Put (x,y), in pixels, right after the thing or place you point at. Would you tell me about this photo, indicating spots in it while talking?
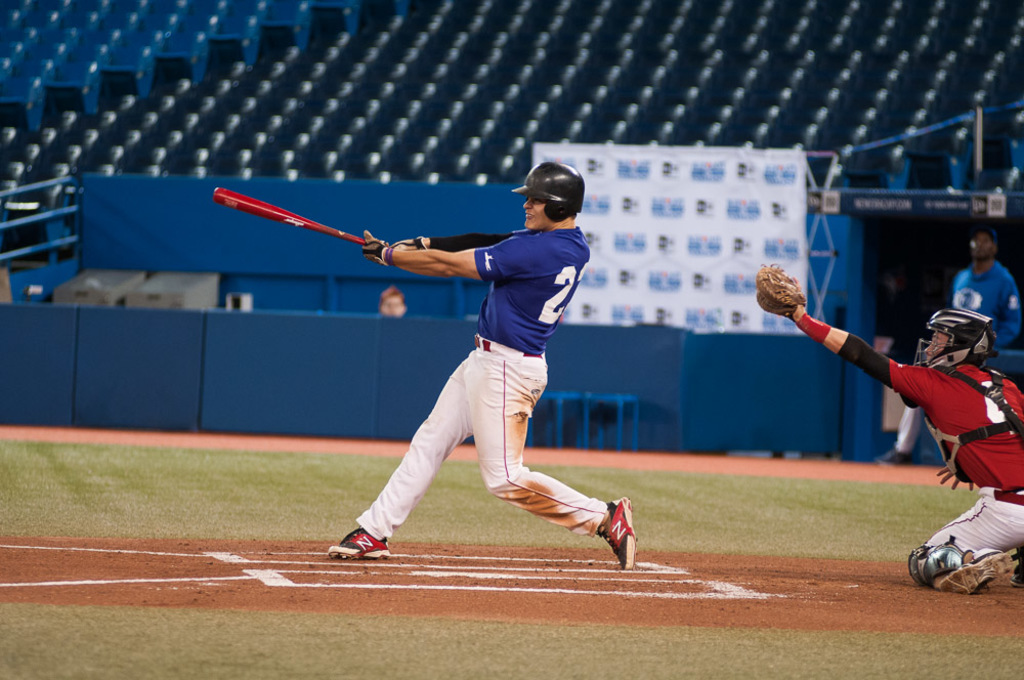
In the picture we can see a man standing on the playground (756,469) with some parts of grass surface (372,648) on it and on it we can see a man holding baseball bat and swinging it and he is wearing a blue T-shirt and black helmet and behind him we can see a person (1001,445) sitting and he is also with sportswear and in the background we can see a person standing and in the background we can see a blue color wall (831,300) with some advertisement board (575,161) and behind it we can see chairs (14,86).
